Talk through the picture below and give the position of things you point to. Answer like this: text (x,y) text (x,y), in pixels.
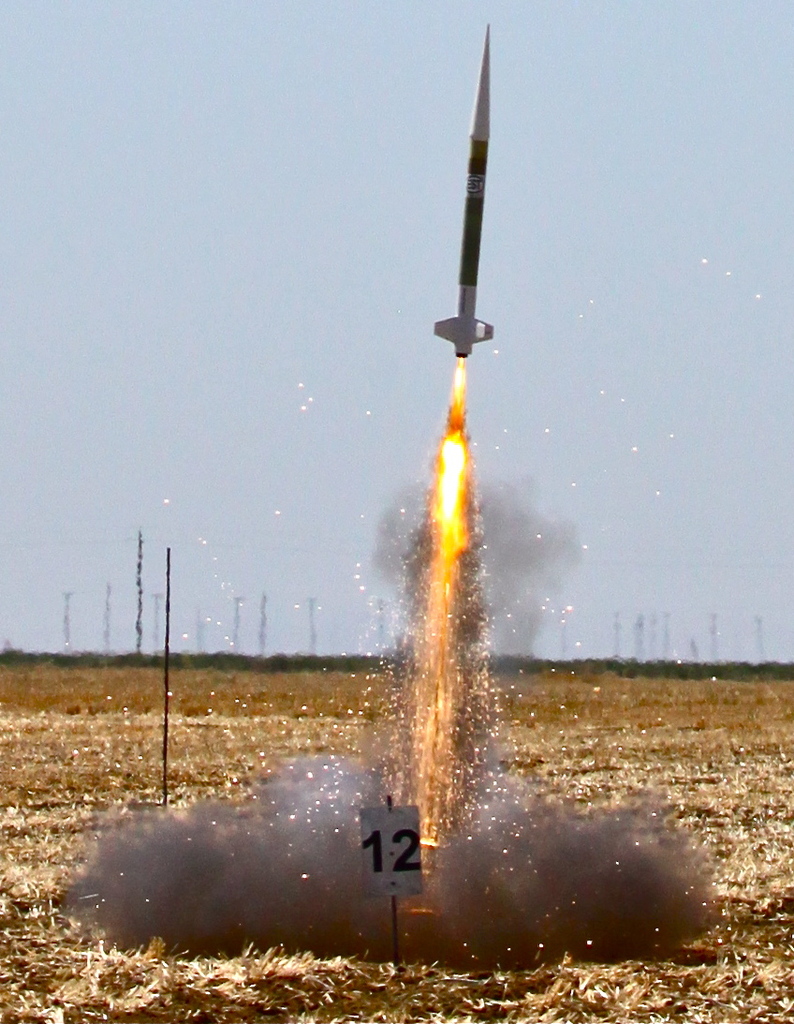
In this image we can see a rocket (484,323) in the air (492,360) and emitting flames (449,434), we can see smoke (321,764) and a board (373,878) on a small pole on the ground (285,693). In the background (309,552) we can see objects (167,687) on the ground (207,697) and sky (148,236).
